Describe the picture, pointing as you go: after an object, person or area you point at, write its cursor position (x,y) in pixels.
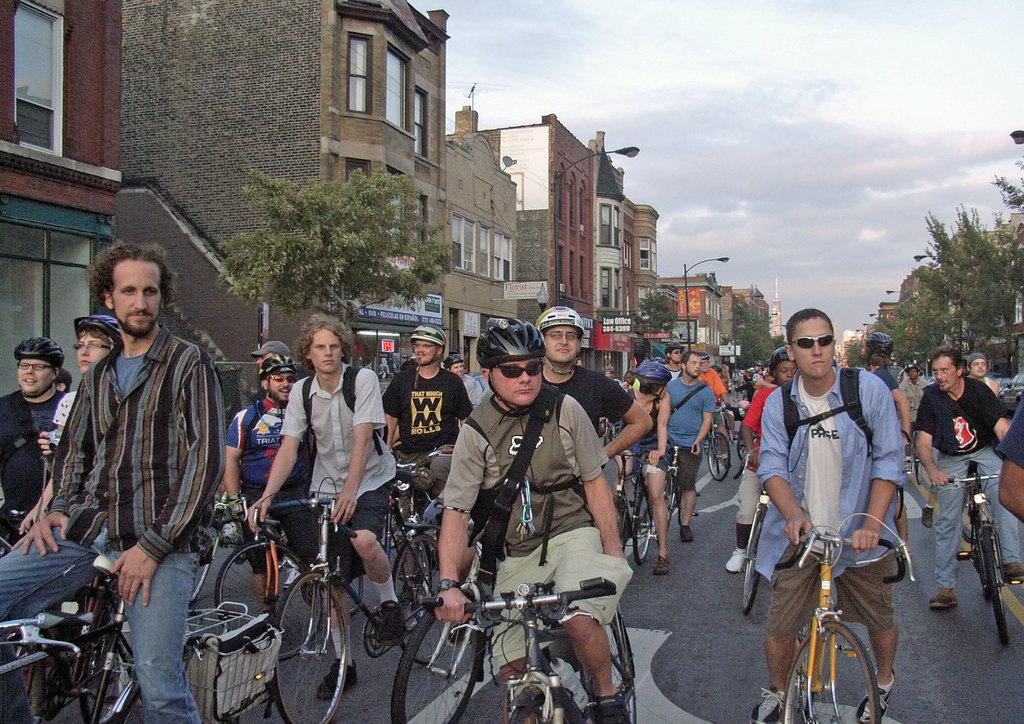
In this picture we can see the people (481,462) on their bicycle (423,504) on the road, here we can see the trees (400,292) with the cloudy sky (632,168), here we can see the street lights (612,152), here we can also see the buildings (243,184) near to the road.
